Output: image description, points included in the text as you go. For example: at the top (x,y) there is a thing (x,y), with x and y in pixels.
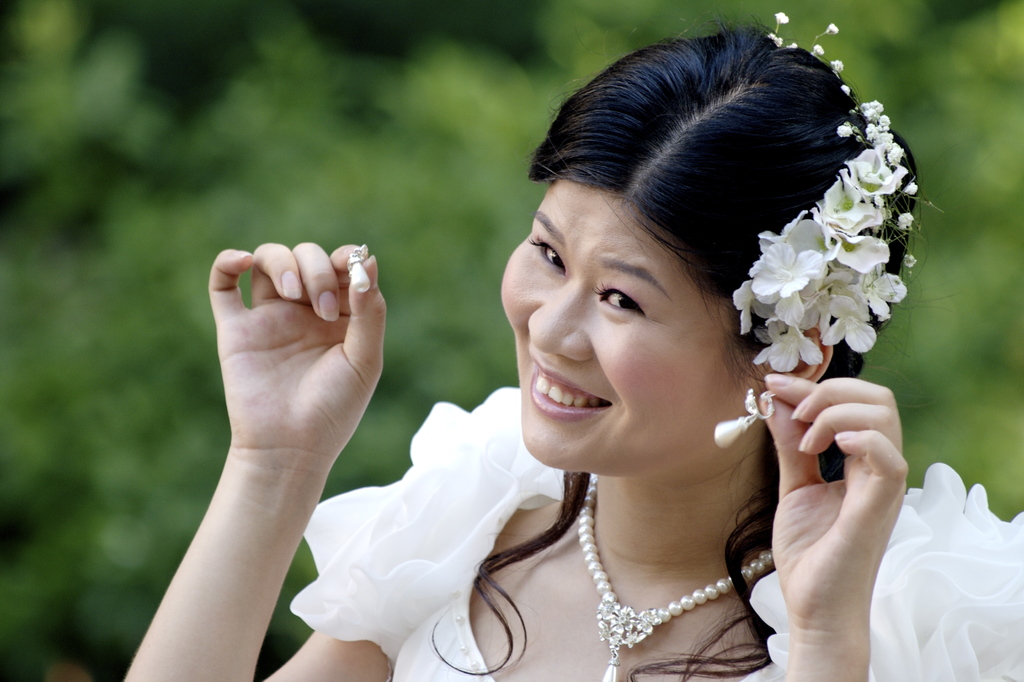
In this image in the foreground (628,547) there is one woman (628,547) who is smiling, and in the background (378,203) there are some trees (515,131).
